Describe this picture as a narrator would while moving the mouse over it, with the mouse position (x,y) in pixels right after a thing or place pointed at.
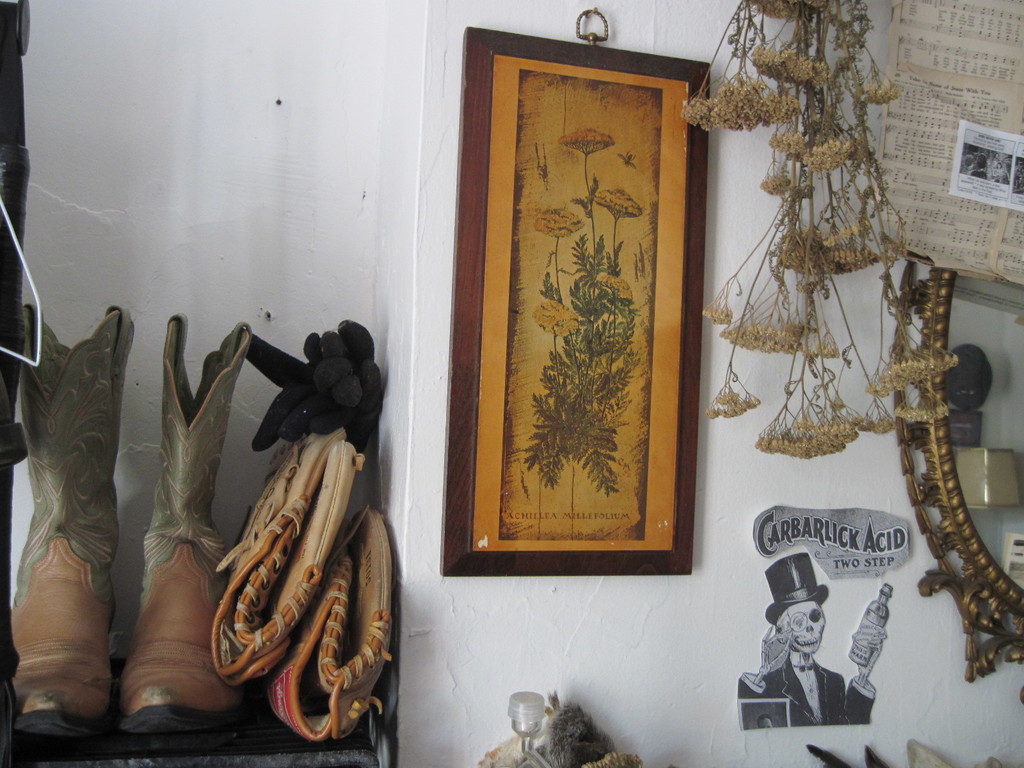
This picture is clicked inside the room (368,624). On the left (242,739) we can see a rack (271,735) containing shoes (30,441) and some objects (258,431). On the right (702,274) we can see a picture frame (567,130) hanging on the wall (445,14) and the picture frame (608,81) is containing the depiction (593,239) of the plant (553,372) and the text (530,517). On the right (952,44) we can see the text (913,107) on the poster (934,29) which seems to be hanging on the wall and we can see some objects (817,118) are hanging on the wall (777,383) and we can see the text (822,535) and the depictions (814,653) of some objects (803,623) are attached to the wall (729,605). In the right corner (951,477) we can see a metal object (951,491) and some other objects (962,476). In the foreground (539,738) we can see some objects (603,759). In the background (291,49) we can see the wall (292,108).
